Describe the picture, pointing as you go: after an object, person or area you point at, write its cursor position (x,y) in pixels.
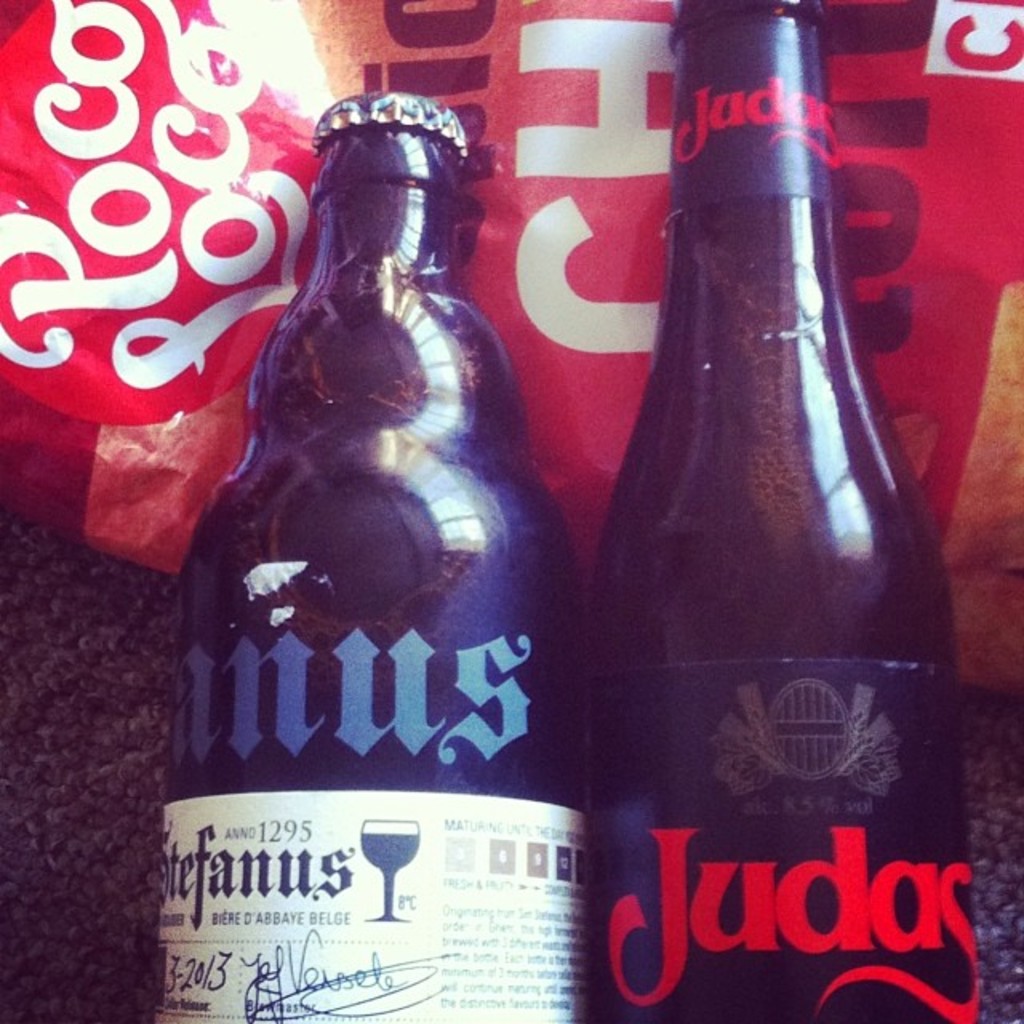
There is a bottles (651,719). The bottle (782,548) has a sticker (343,815) and cap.
